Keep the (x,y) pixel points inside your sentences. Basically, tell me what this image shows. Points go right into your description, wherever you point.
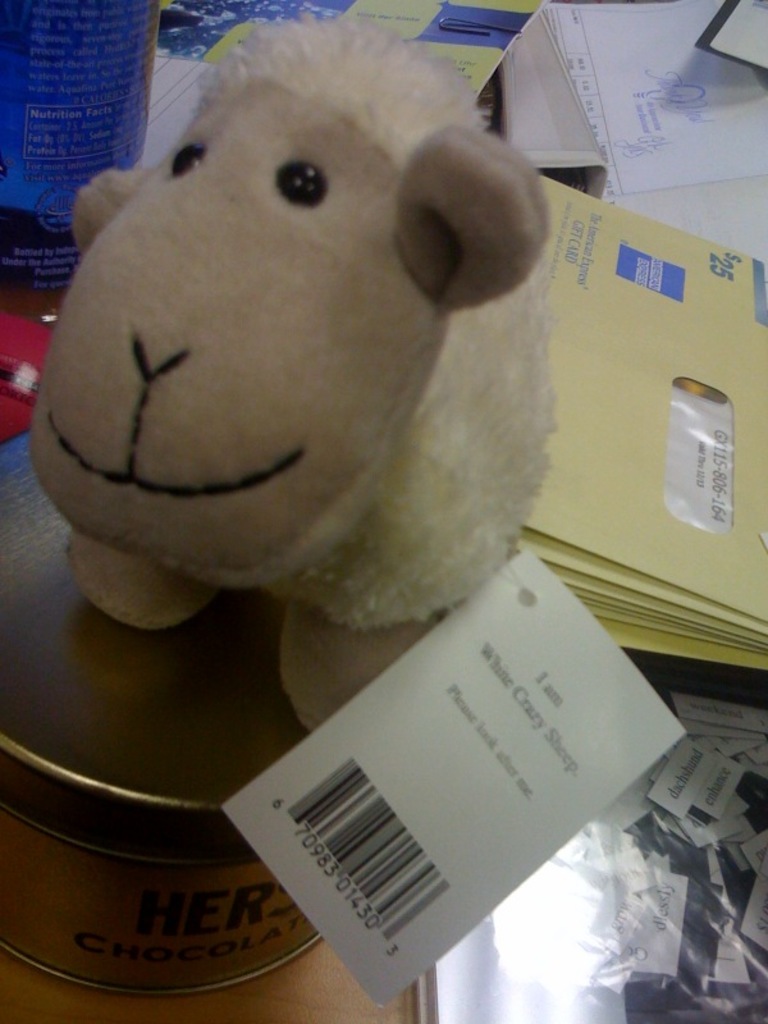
This image consists of a doll (256,517). At the bottom (149,899), we can see a box (271,892). In the background (565,263), there are envelopes (759,610) and papers (176,93).
